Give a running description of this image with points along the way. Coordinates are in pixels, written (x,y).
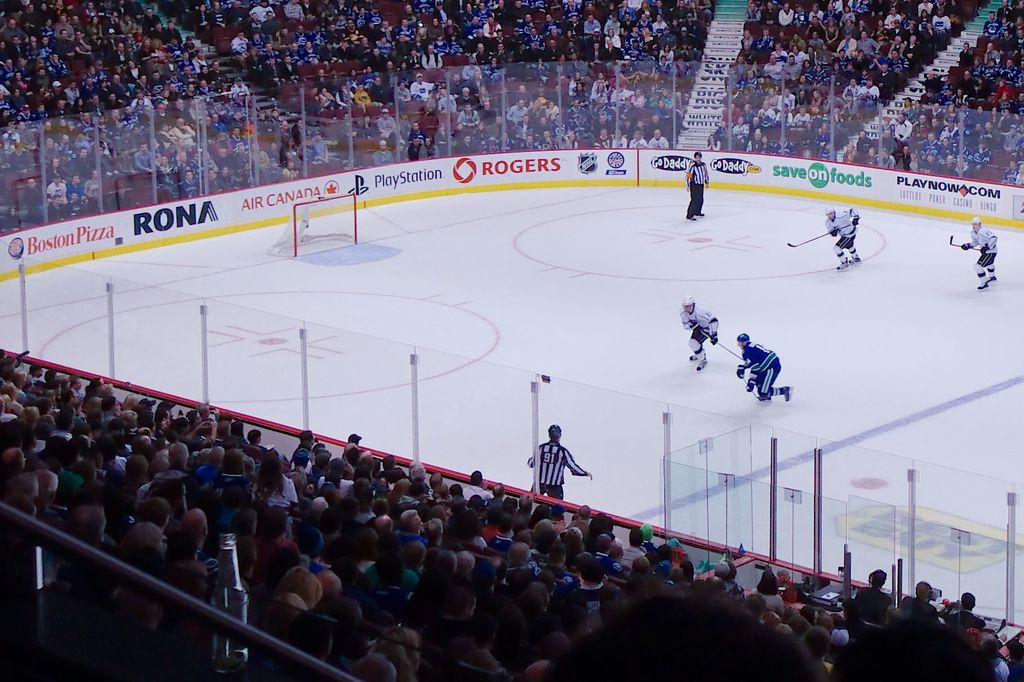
In this picture, we see four men (696,326) are playing the hockey. We see two men (569,454) are standing. Behind them, we see the net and the fence (761,157). At the bottom (291,606), we see people (399,530) are sitting on the chairs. We see the railing (238,623). In the background (696,109), we see the staircase (724,86) and the people (771,83) are sitting on the chairs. This picture might be clicked in the ice hockey stadium (693,234).
